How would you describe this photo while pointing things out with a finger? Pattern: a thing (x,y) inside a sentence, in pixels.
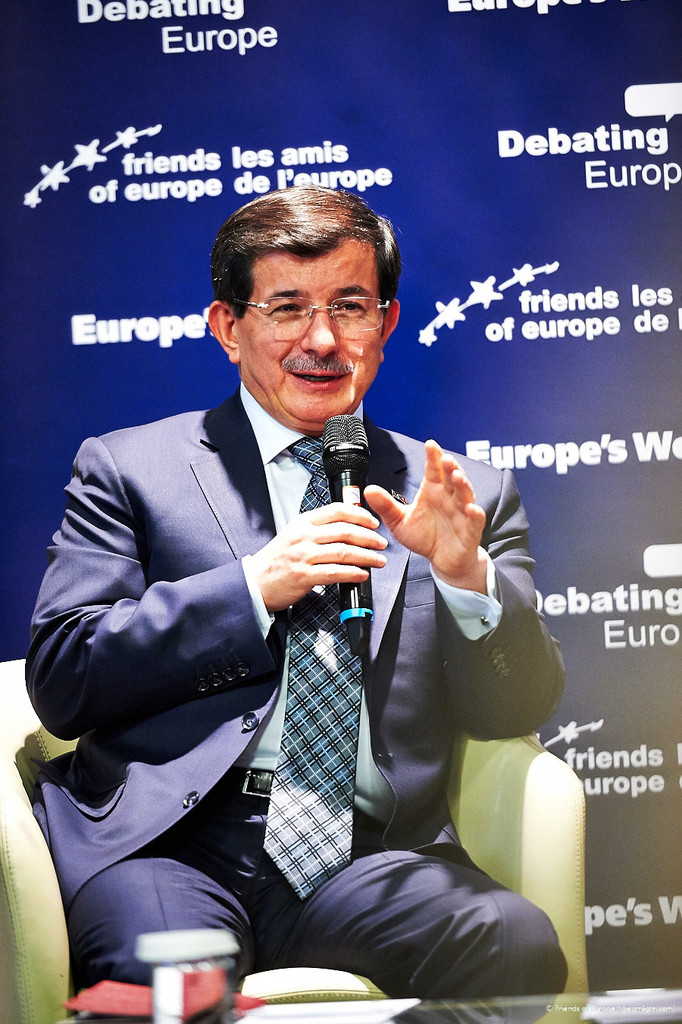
In this picture we can see man (189,705) wore blazer (255,629), tie (327,753), spectacle (331,305) holding mic (354,434) in his hand (317,568) and talking and in front of him we can see table (591,996) glass (171,988) on it and in background (348,122) we can see banner (191,112).
